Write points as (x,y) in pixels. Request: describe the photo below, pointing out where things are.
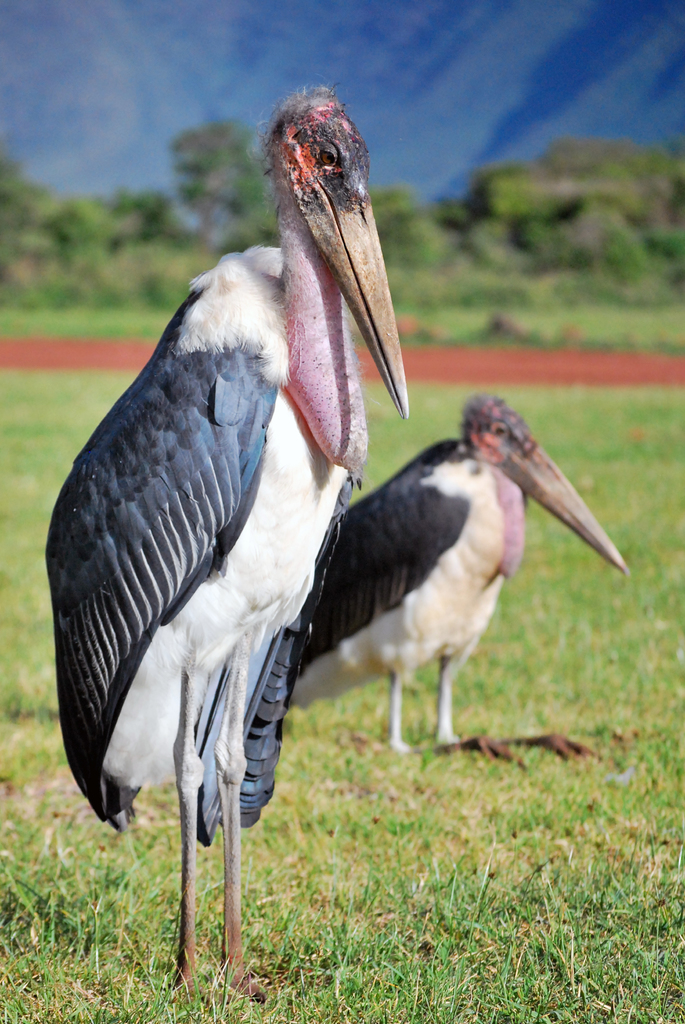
This picture is clicked outside. In the foreground (312,553) we can see the two marabou stork (282,562) standing on the ground (593,673). The ground (588,441) is covered with the green grass (607,728). In the background (489,32) we can see the sky (316,39) and we can see the plants (550,274) and trees (408,203).
